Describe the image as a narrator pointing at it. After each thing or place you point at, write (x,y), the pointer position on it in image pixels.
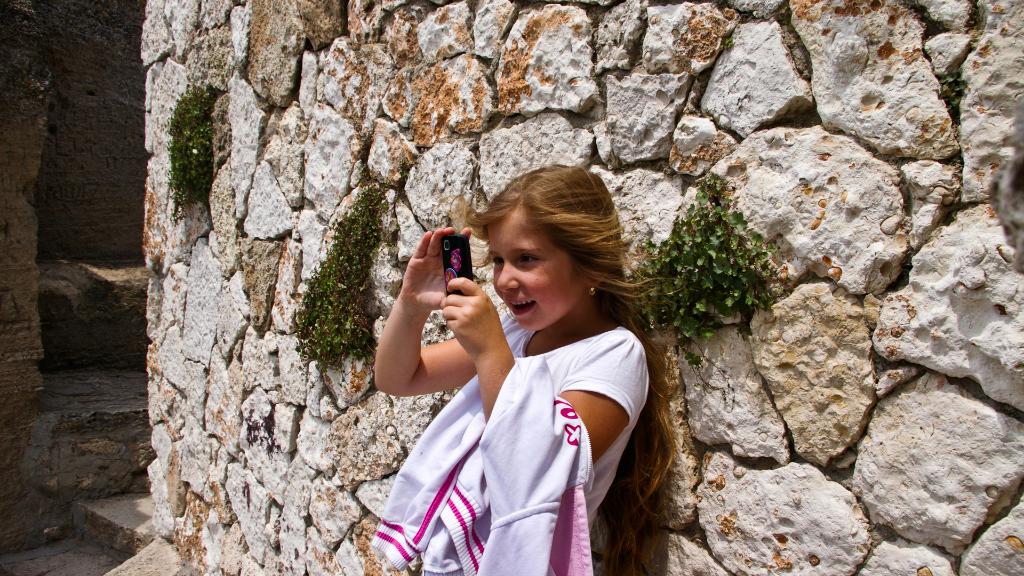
In this image we can see a girl (520,281). A girl (533,347) is holding a mobile phone (457,265). There is rock wall (722,522) and few plants (694,266) attached to it.
